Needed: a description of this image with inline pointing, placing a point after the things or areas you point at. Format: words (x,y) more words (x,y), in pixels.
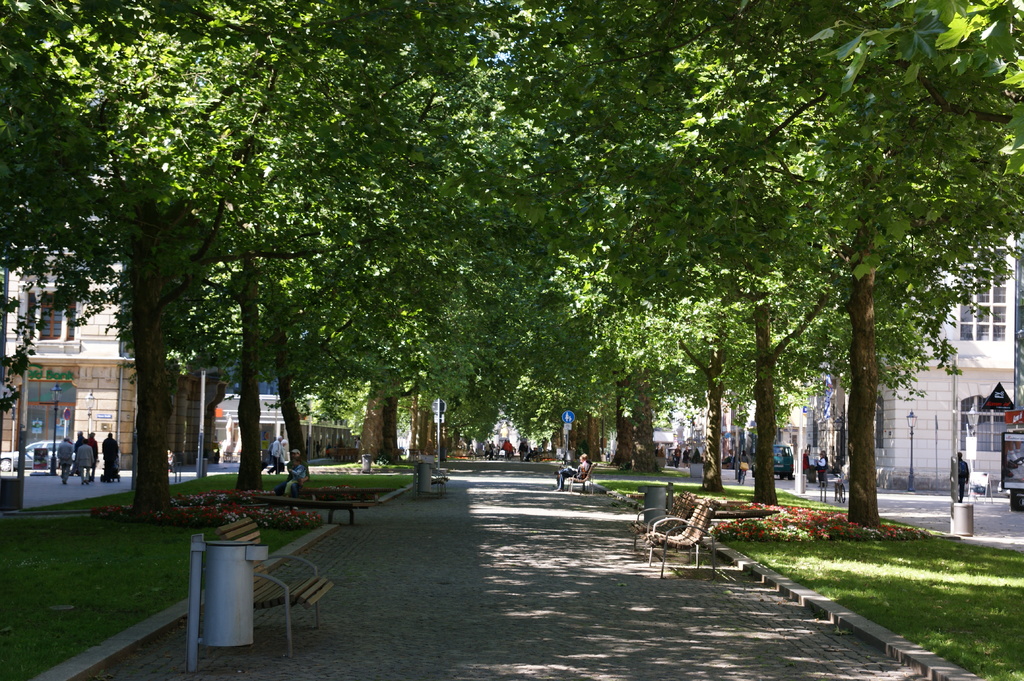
In this image I can see the road (483,536). On the road (507,558) I can see the benches (271,595), dustbin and many people (572,466). On both sides of the road (541,595) I can see many trees (860,466), people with different color dresses (812,483), boards (1020,460) and the buildings (102,407).
